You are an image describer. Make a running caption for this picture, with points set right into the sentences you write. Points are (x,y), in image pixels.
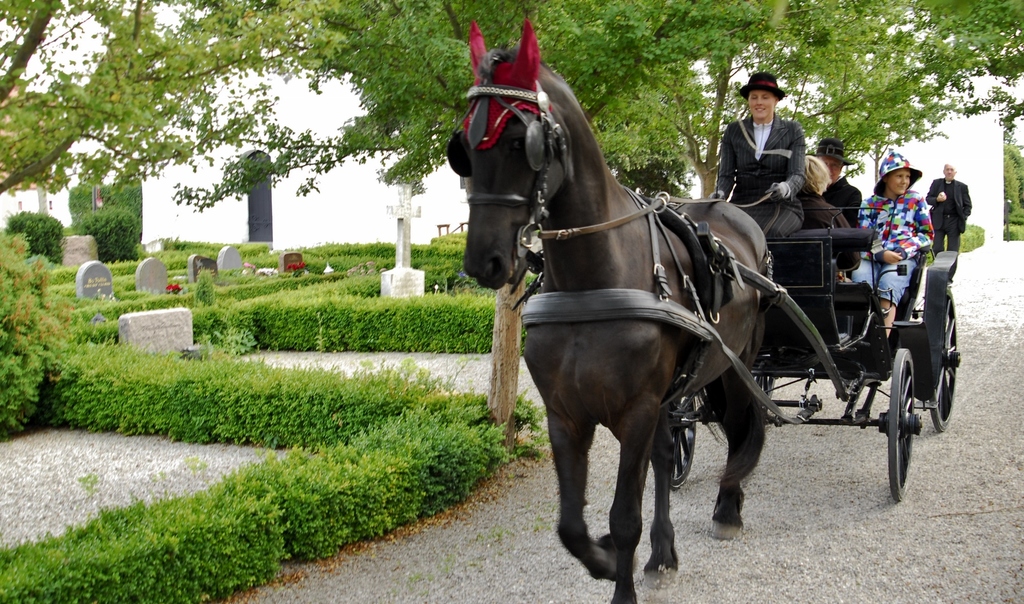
The picture is clicked inside a cemetery (370,425) where there are few people (906,197) sitting in a vehicle (816,319) which is run by a black horse (633,405) and to the left side of the image (316,282) we find few green hedges (129,275) and there is a white building (245,233) in the background (240,218).
